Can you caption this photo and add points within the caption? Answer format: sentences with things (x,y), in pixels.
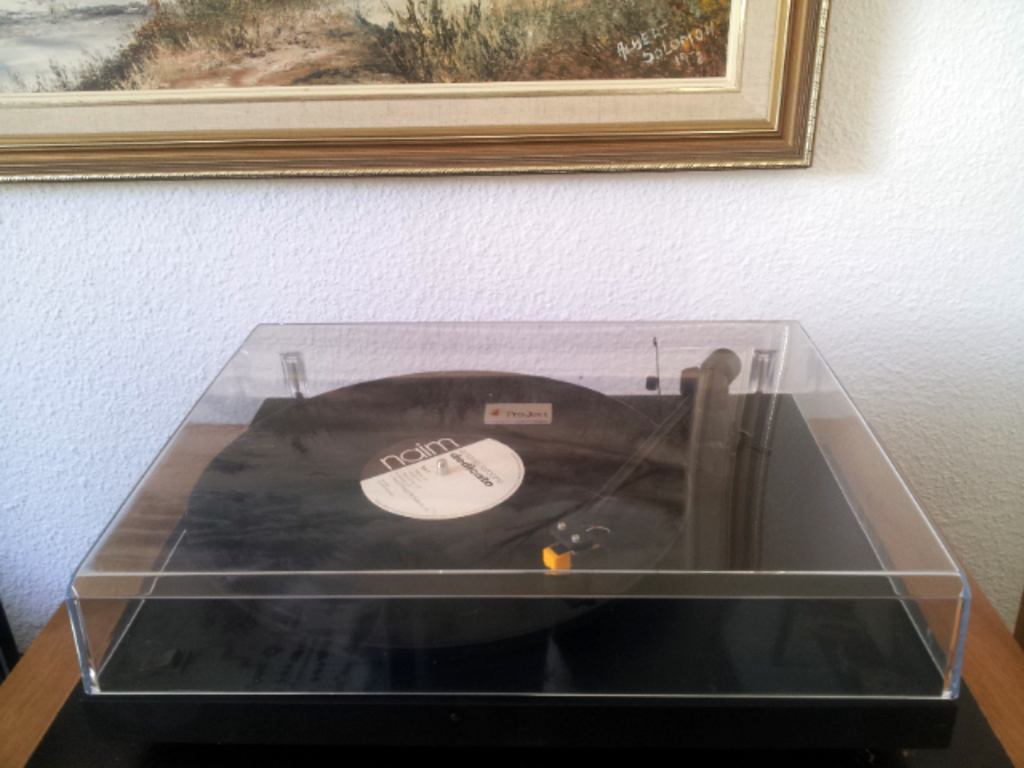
This is a music player (496,607) on a table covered with glass box (611,625). In the background (344,162) there is a frame (413,128) on the wall (363,289).
